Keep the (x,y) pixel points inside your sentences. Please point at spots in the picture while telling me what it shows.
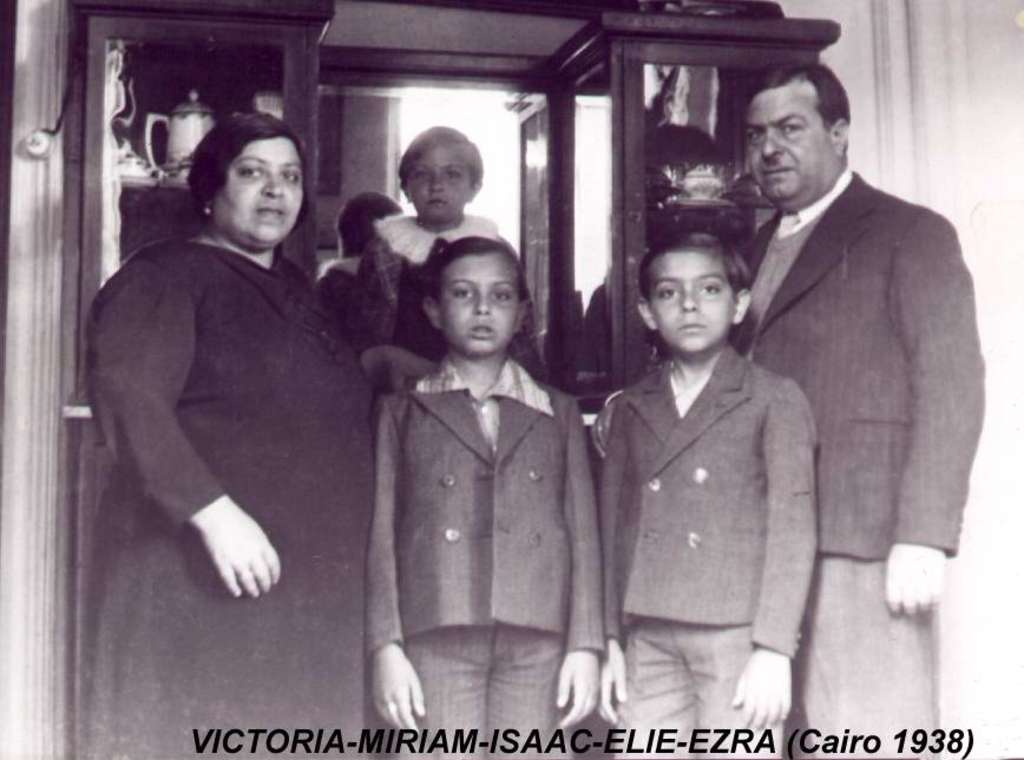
In this image we can see few people (514,512) standing. In the back (178,135) there are cupboards (352,158) with some items (197,146). At the bottom (898,740) something is written. And this is a black and white image.
